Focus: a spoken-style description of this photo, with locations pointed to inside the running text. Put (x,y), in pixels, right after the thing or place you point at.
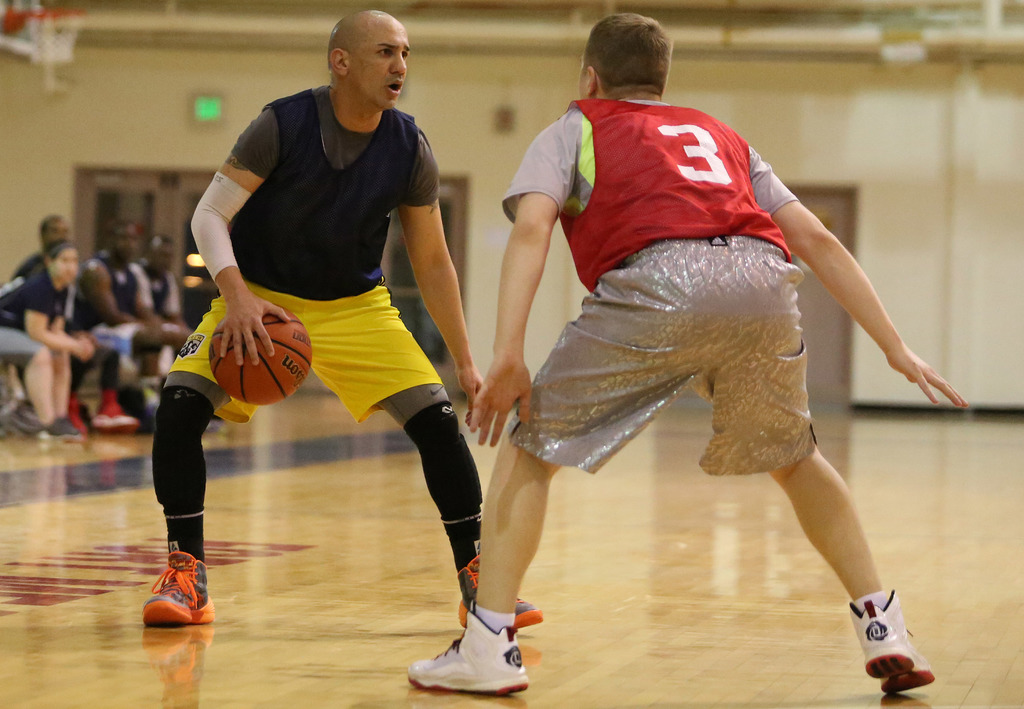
In this picture I can see there are two persons (585,309) playing here and they are wearing jerseys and in the backdrop (142,335) there are few people (83,323) sitting and there is a wall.
